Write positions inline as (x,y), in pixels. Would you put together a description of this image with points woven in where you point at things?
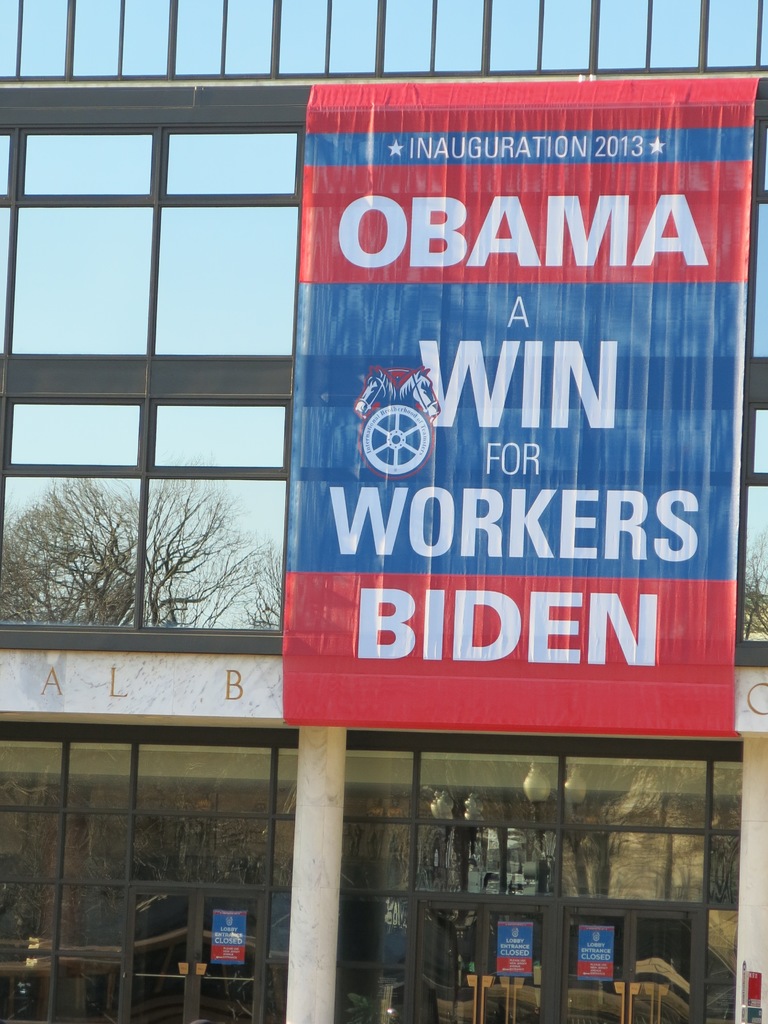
In this image we can see there is a banner (460,467) with some text (524,386) hanging on the wall (695,981) of a building (396,955).
